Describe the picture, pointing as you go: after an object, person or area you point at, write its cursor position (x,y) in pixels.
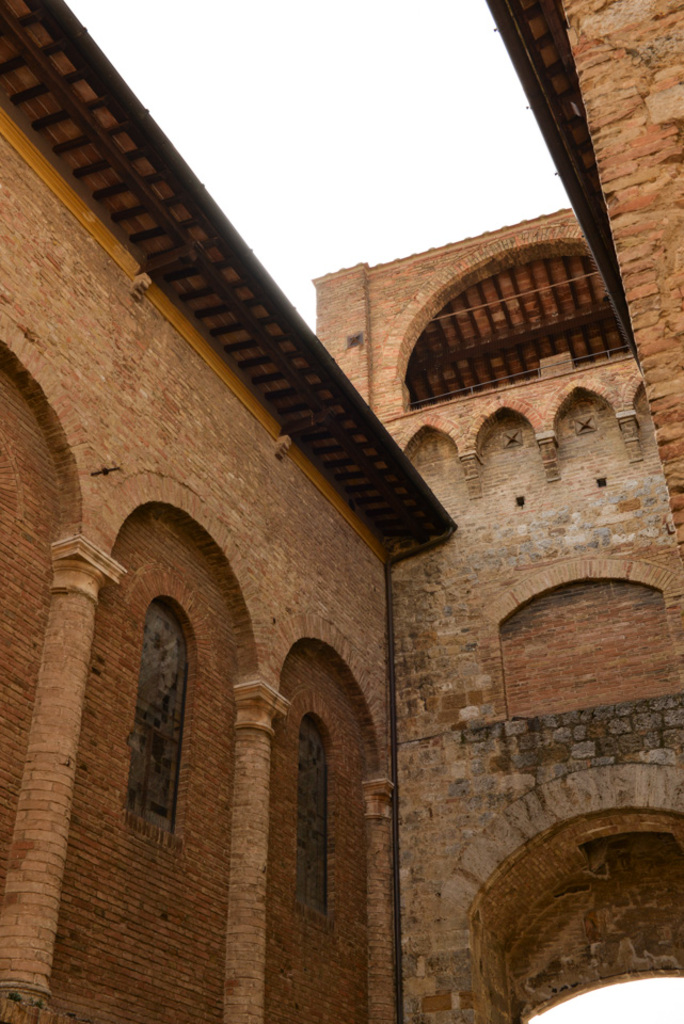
In the image we can see there is a building (436,674) and it is made up of red bricks (321,621).
